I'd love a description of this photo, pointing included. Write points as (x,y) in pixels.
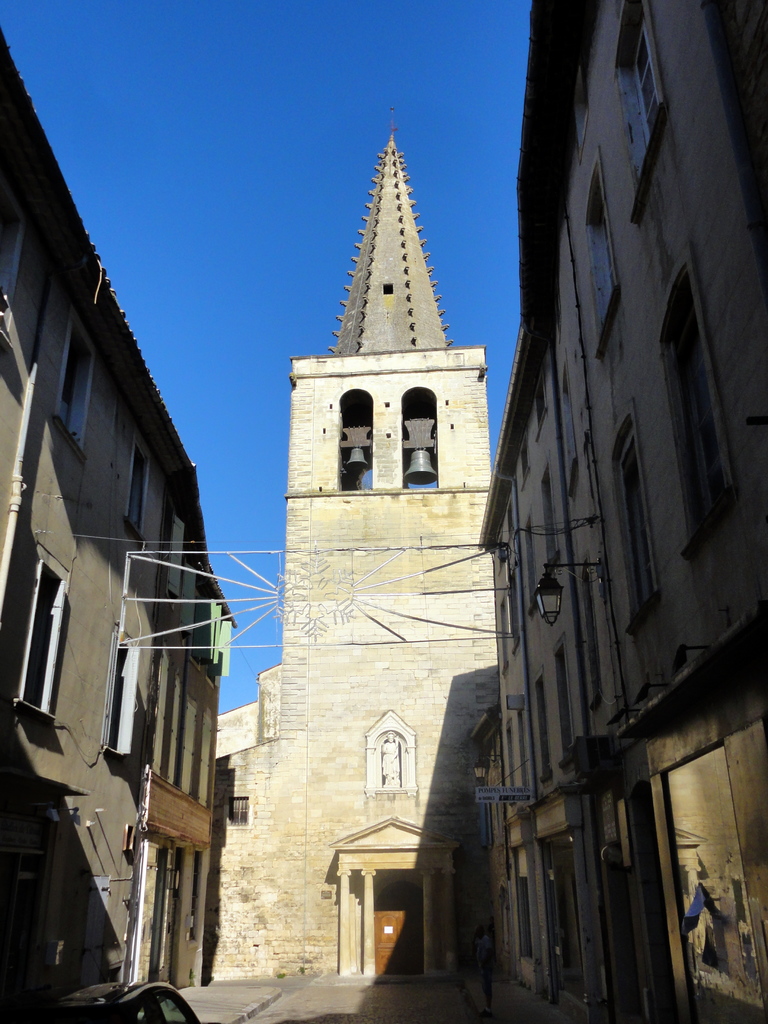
In this picture there are buildings (534,439). There are bells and there is a sculpture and board (158,805) on the buildings (328,789). At the bottom left (197,1015) there is a car (140,1008) on the road (349,1008). At the top (139,141) there is sky (246,138).
